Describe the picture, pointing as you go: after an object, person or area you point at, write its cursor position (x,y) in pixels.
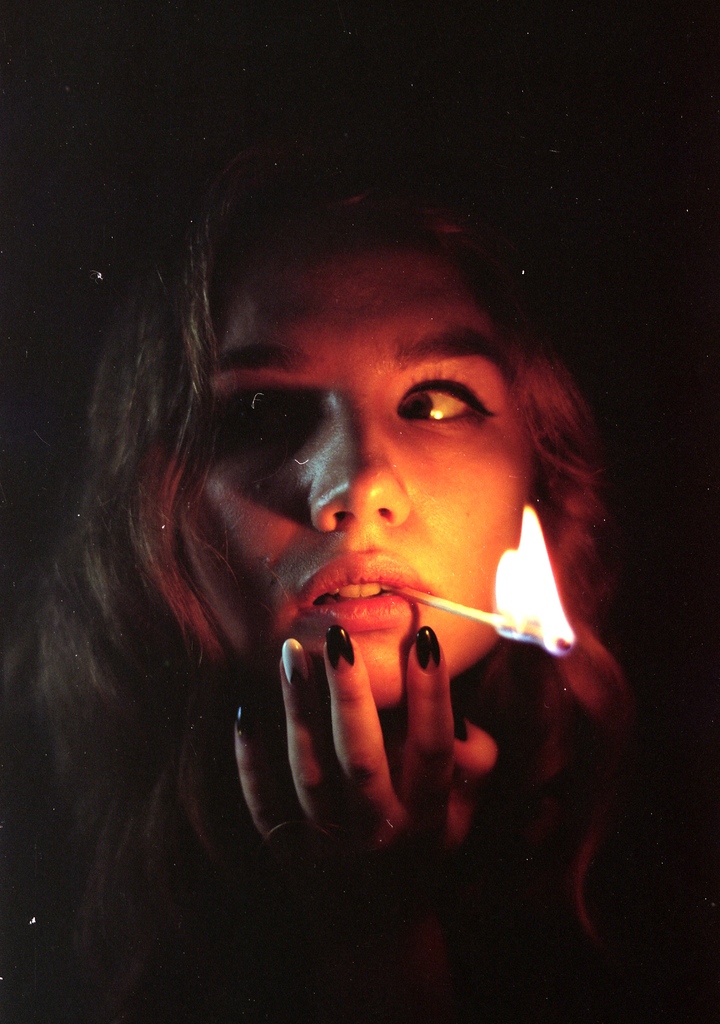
In this image there is a girl (217,610) placed a fire stick (504,629) in her mouth (392,580) and looking to the left side of the image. The background (394,91) is dark.
